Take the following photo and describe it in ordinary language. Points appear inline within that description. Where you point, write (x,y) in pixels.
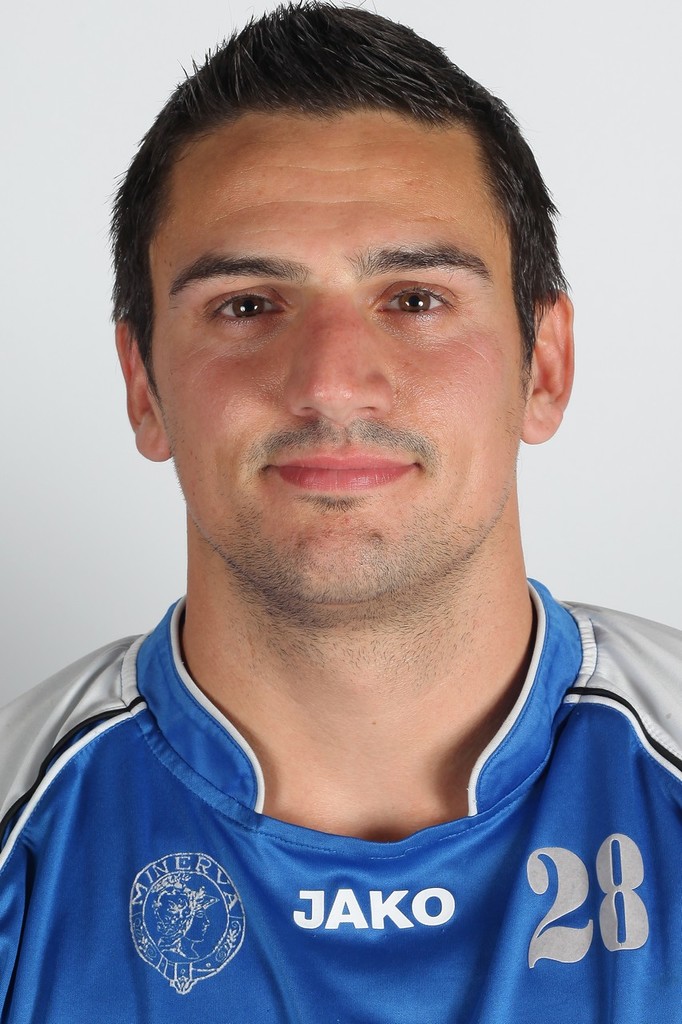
This image consists of a man (287,805) wearing a blue color jersey (235,893). In the background (76,140), we can see a wall (45,482) in white color.
